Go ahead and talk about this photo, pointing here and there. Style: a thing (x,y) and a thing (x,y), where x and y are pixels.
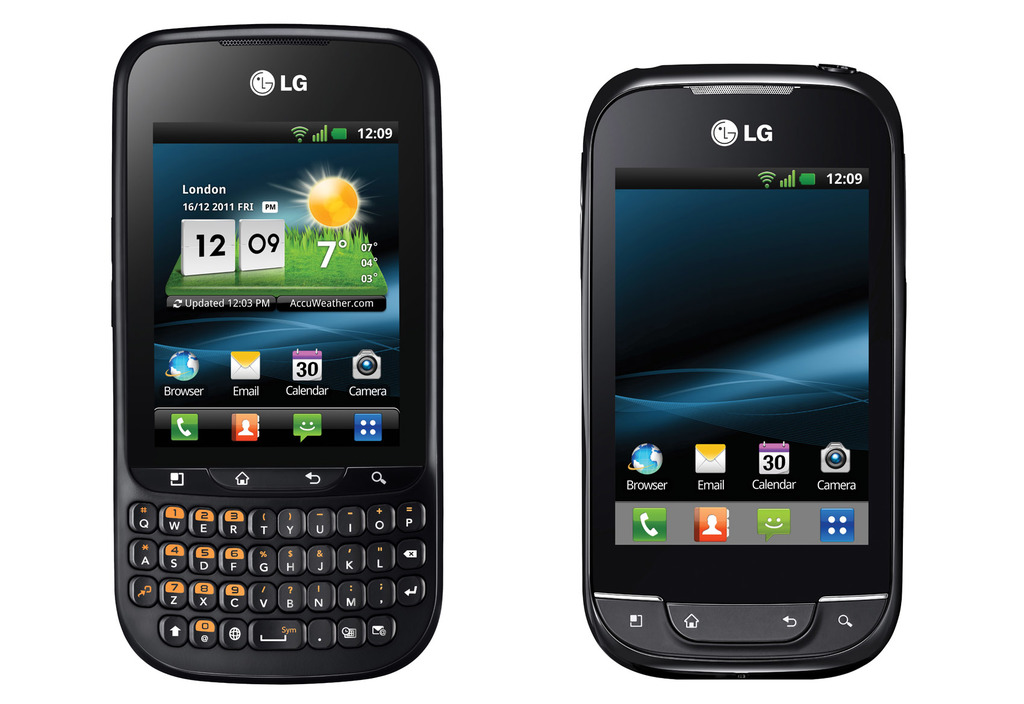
In this image we can see the cell phone (303,358) with screen (303,358) and there are images (253,357), text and numbers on the screen (700,431). And we can see the buttons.
